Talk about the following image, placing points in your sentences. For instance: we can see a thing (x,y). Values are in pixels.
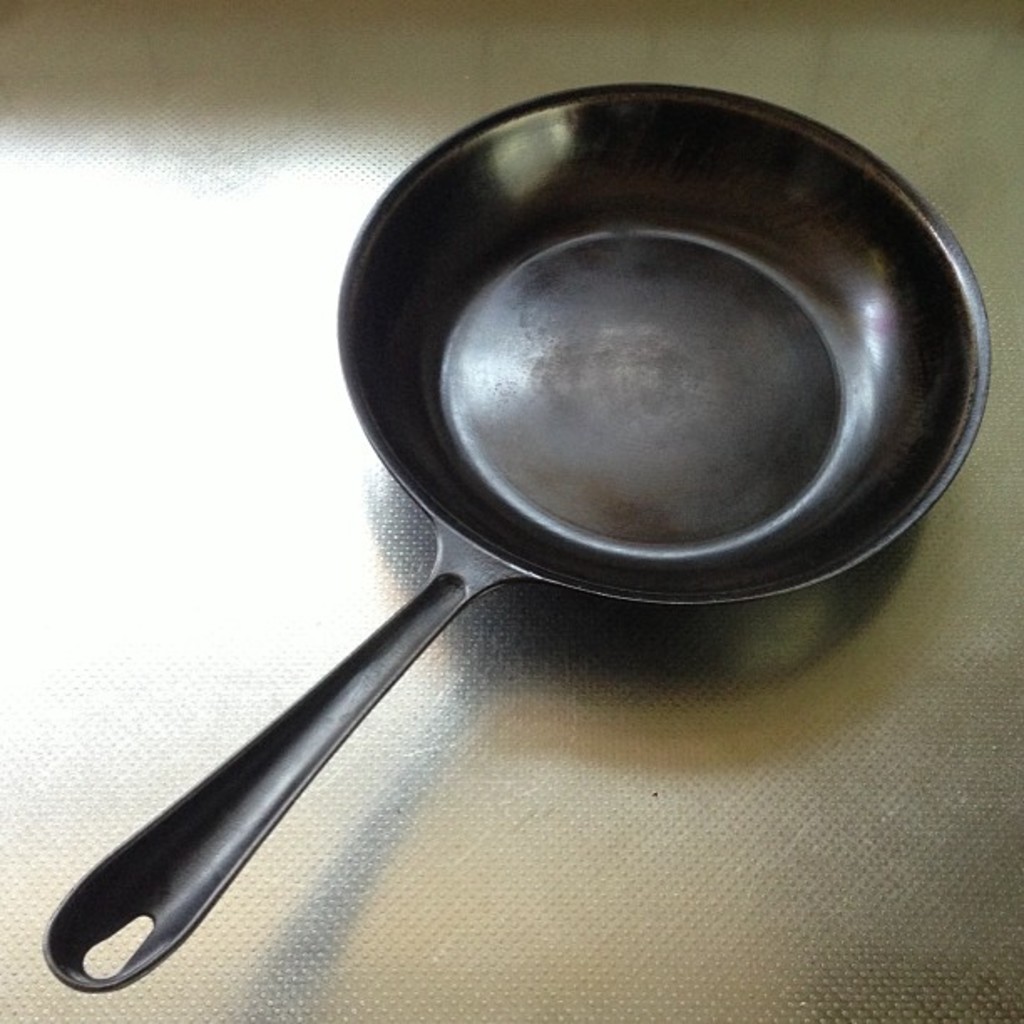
In this picture there is a black pan (422,202) which is kept on the table (211,624).
